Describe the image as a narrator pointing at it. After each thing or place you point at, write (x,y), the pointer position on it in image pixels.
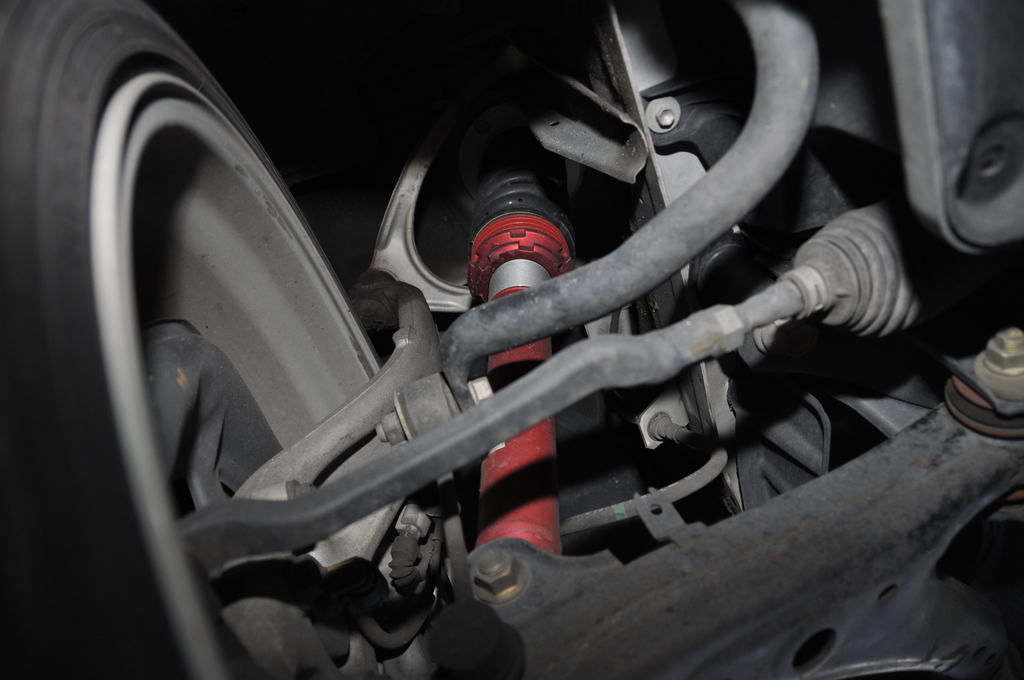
In the image there is a car tire (77,494) on the left side (99,211) with shock absorbers (527,278) with a casing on the right side (982,59).
